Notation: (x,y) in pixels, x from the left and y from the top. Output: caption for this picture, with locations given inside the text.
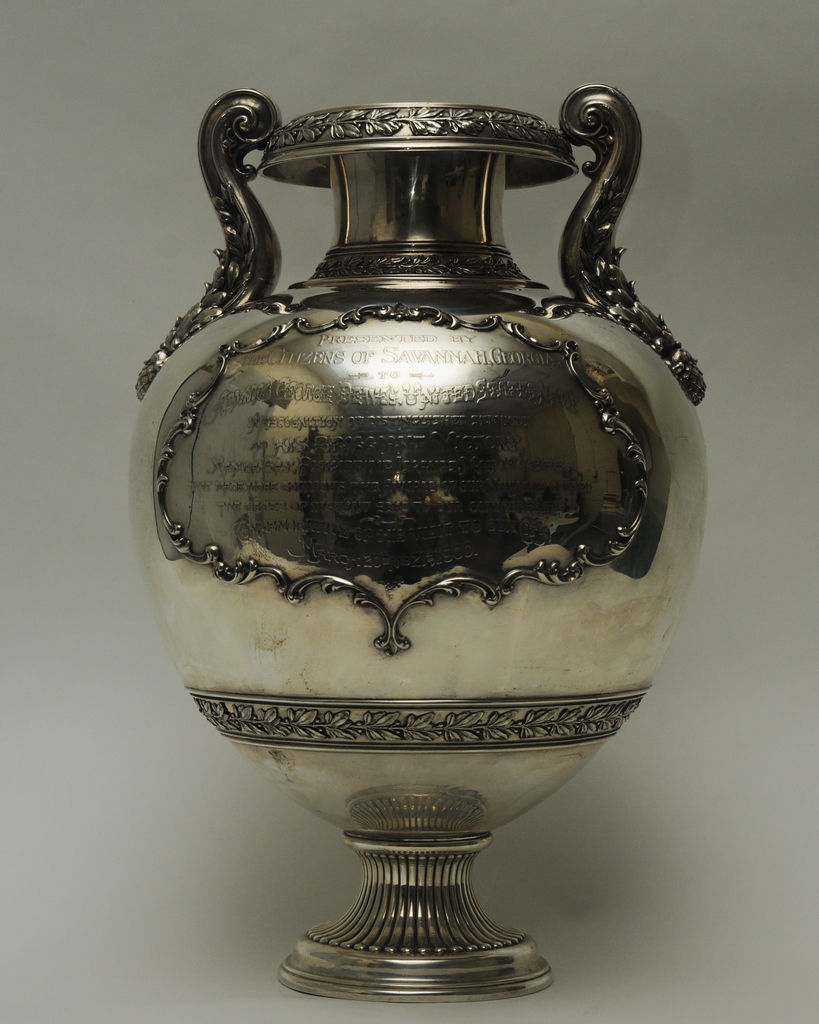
In this image there is a metal vase (431,736). In the center (382,354) there is text (306,456) on the vase (421,442). The background (684,860) is white.
